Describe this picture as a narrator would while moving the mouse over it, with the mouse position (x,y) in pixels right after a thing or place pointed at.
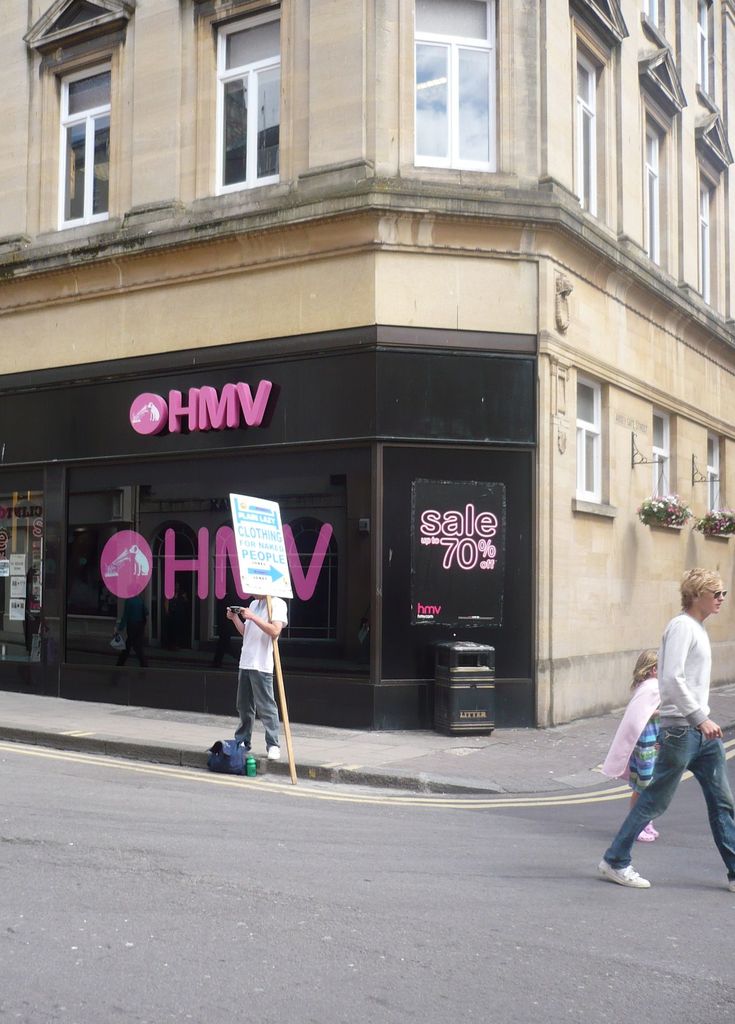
In the bottom right side of the image (720,785) two persons (720,785) are walking on the road (614,1014). In the middle of the image (268,580) a man (240,733) is standing and holding a sign board (261,587) and there is a bag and bottle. Behind him there is a building (235,121).
